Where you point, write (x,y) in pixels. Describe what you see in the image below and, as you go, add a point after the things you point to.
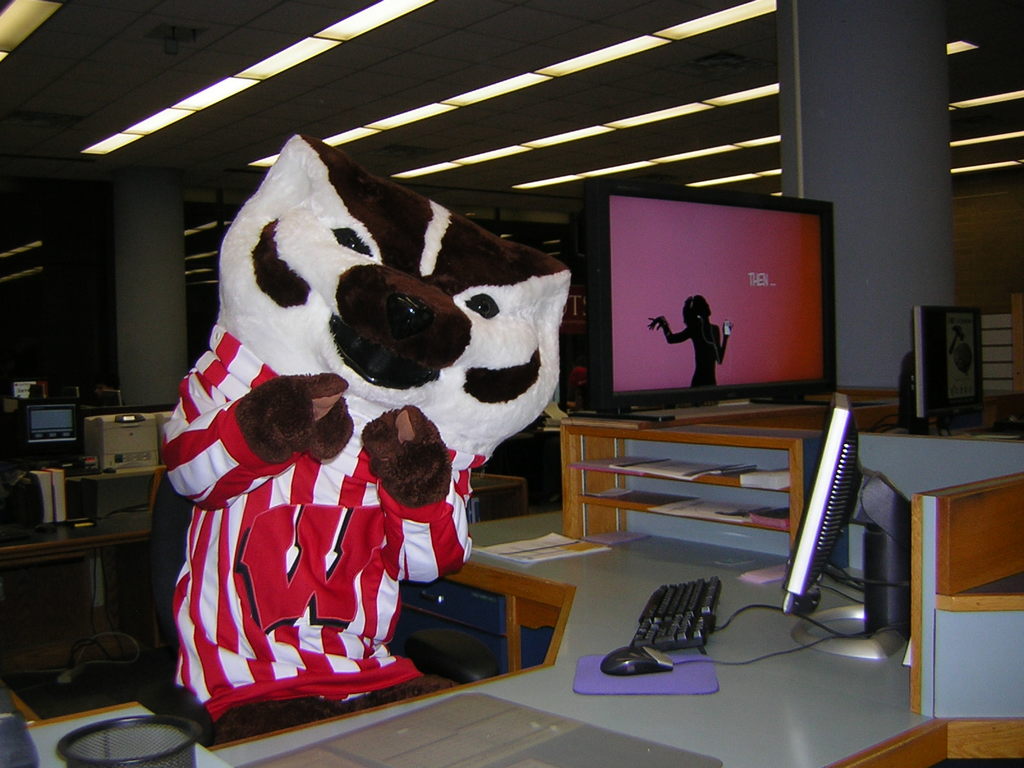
In the image there is a badger mascot (391,474) in front of table (856,590), There is a desktop (872,528), monitor (691,332) along with some books (690,507) on the table (502,686). and over the ceiling (509,74) there are many lights (120,133). In the background (120,294) it seems to be a office (126,423).
